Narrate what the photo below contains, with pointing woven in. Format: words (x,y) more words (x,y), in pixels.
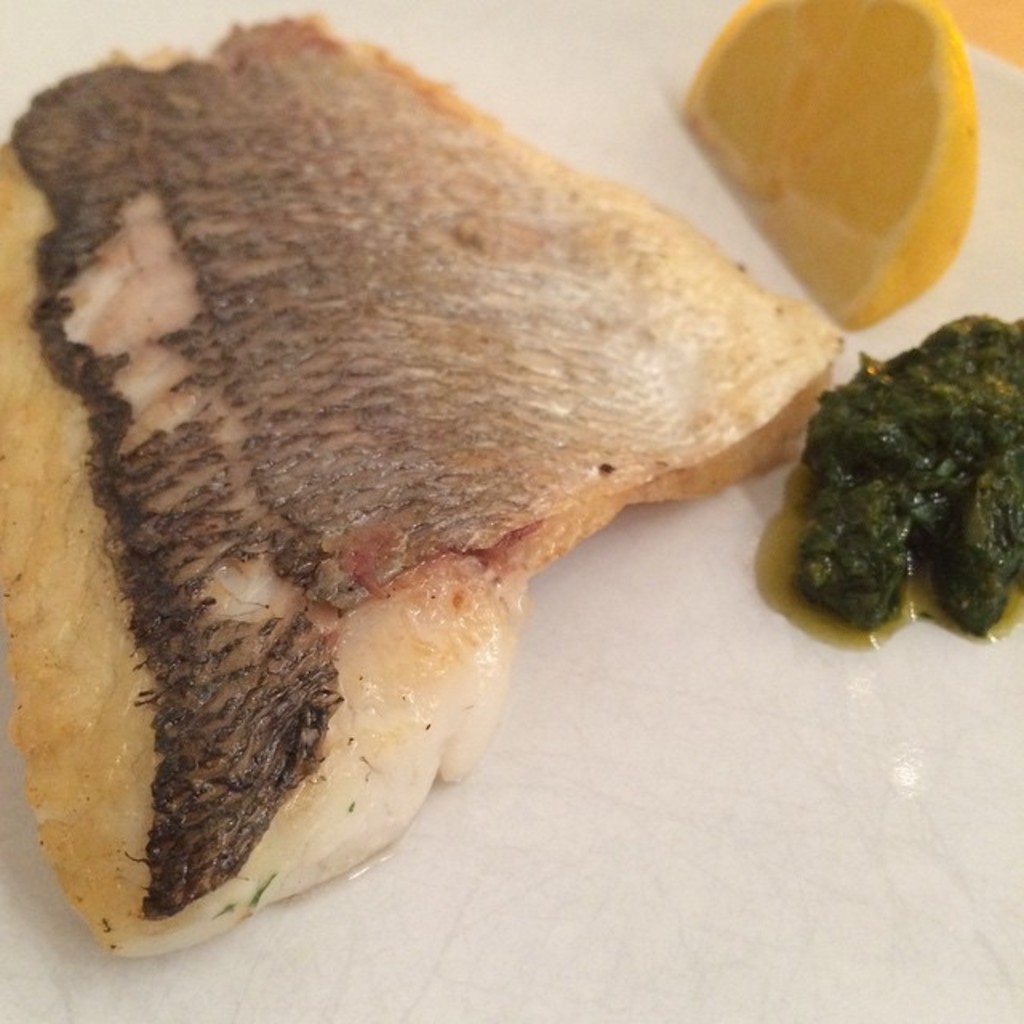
In this image, we can see some food items (613,480) and lemon slice (803,129) are placed on the white surface (648,860).
